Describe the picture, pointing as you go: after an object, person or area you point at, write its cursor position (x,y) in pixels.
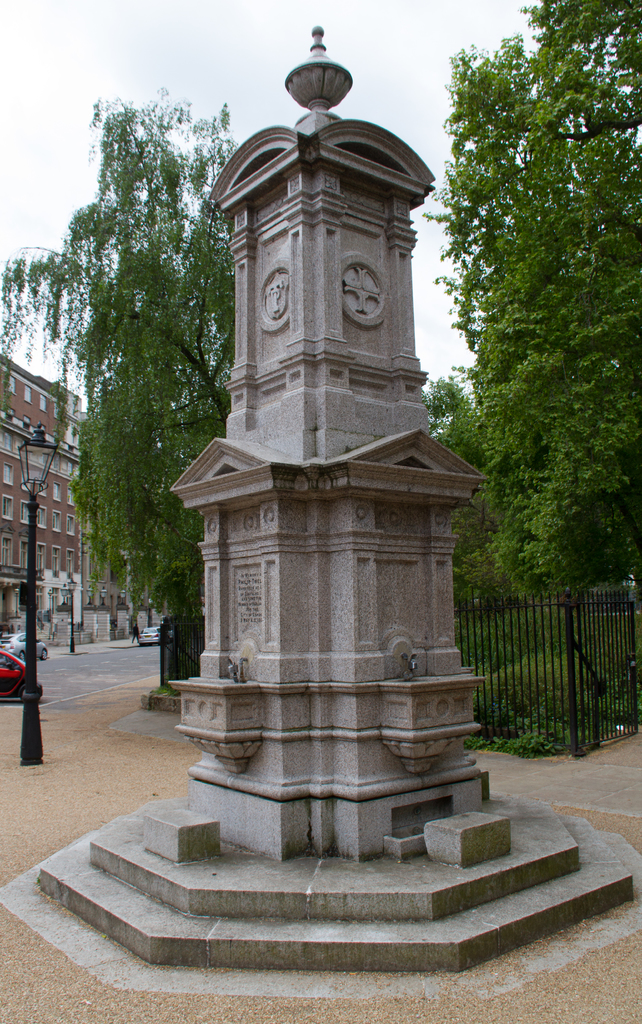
In this image we can see a monument (294,757) and in the background of the image (505,667) there is fencing (505,667), there are some trees (126,454), buildings (95,608) and some vehicles (19,676) which are moving on the road (137,666).
